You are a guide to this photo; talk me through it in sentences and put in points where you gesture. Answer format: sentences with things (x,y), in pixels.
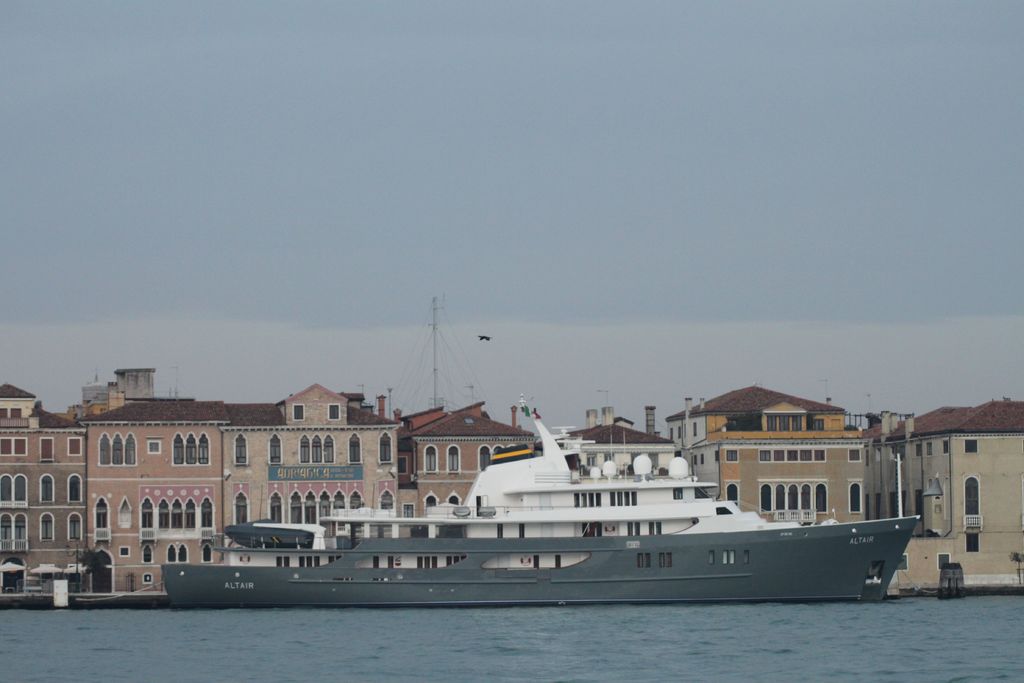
In the foreground of the image (584,584) we can see a ship (764,552) in the water (456,629). In the center of the image (476,432) we can see a group of buildings (283,458) with windows (330,459), roofs (461,429) and sign board (288,479). In the background (457,366), we can see a pole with cables (444,379) and the cloudy sky (544,261).
